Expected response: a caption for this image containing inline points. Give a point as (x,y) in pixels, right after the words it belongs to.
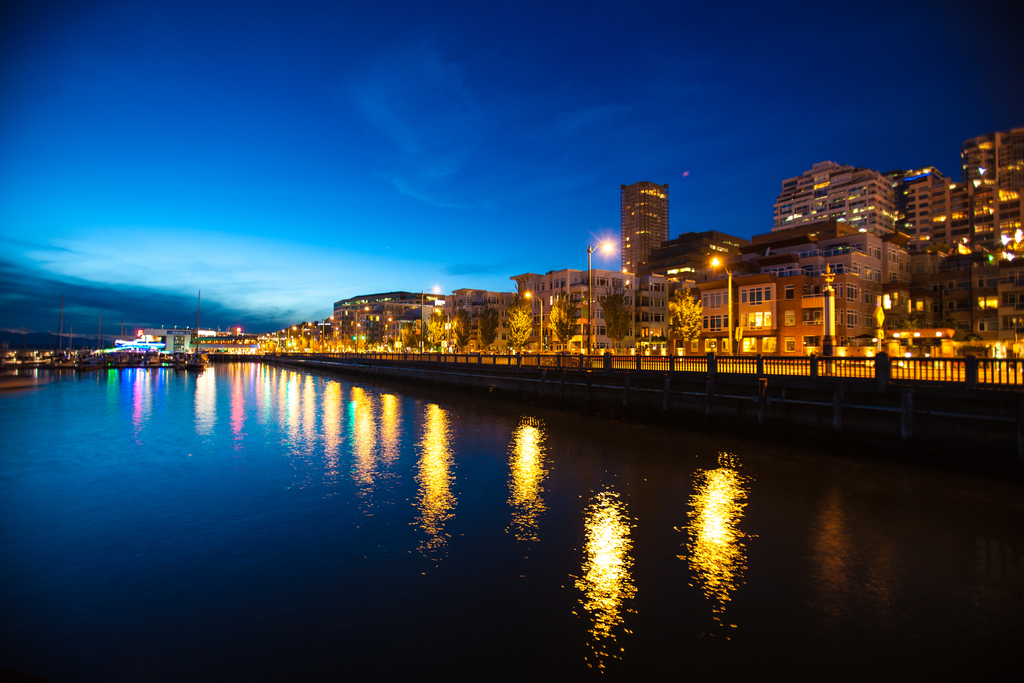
In this image we can see the water (394,531) and in the water (479,424) we can see the reflection (530,441) of lights (157,345). Behind the water (543,448) we can see the fencing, group of trees (523,306), building (792,350) and street poles (534,299) with lights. At the top (502,227) we can see the sky (198,127).
